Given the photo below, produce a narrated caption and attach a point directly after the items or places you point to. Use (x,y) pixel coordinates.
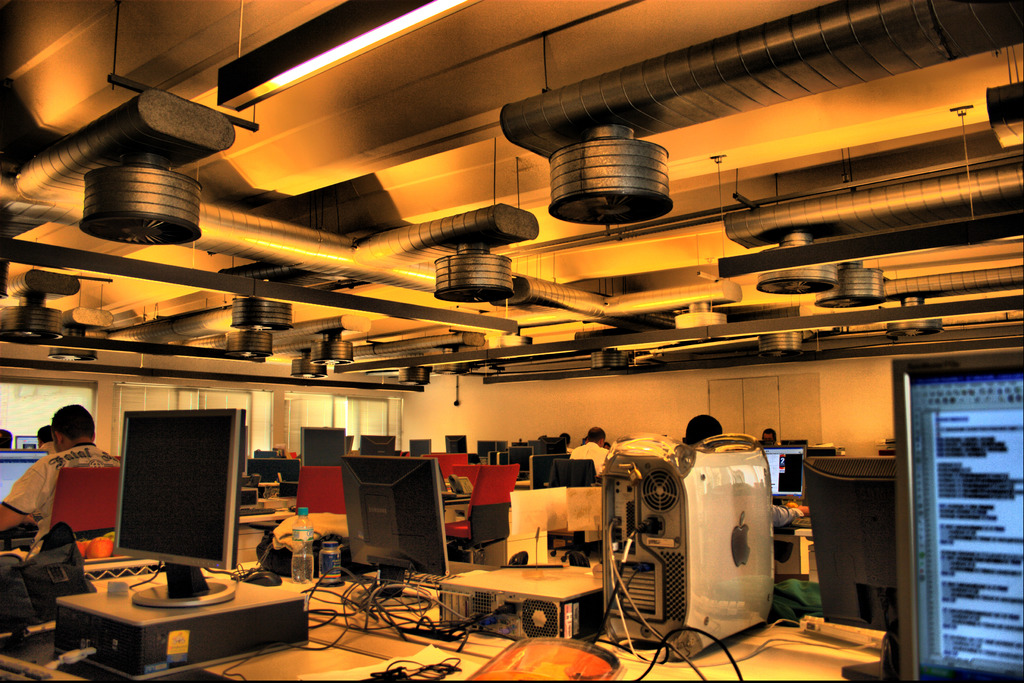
In this picture I can see a number of personal computers (390,522) on the table (477,640). I can see a few people (78,450) sitting on the chairs (329,506). I can see ventilation pipes (482,287). I can see light arrangement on the roof (362,103).
